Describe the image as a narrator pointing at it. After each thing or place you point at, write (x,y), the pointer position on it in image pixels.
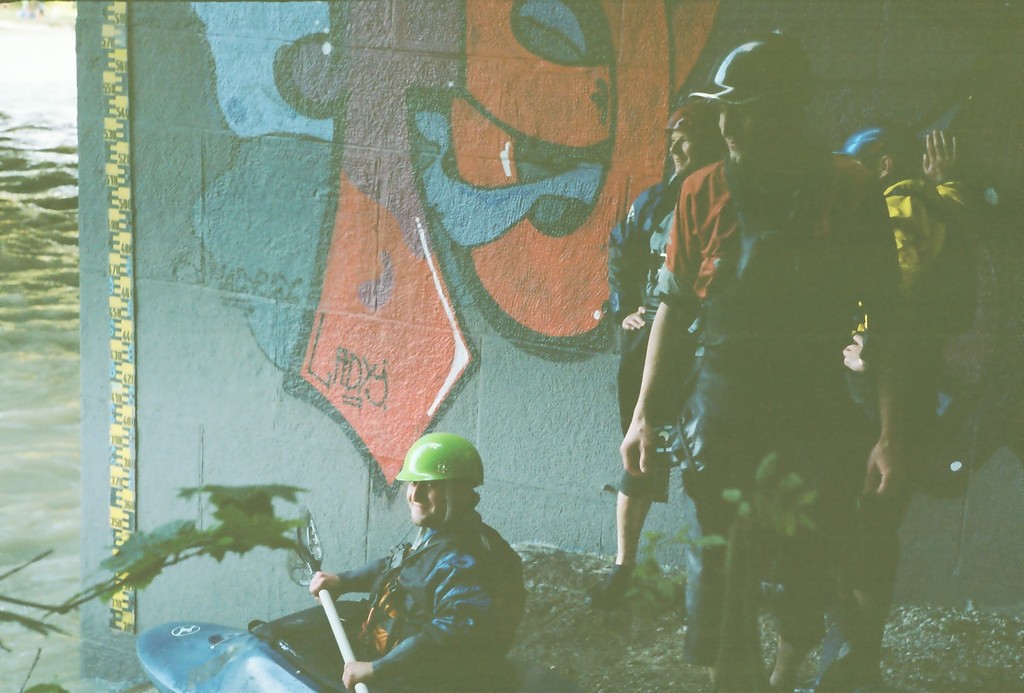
In this image there are some people (948,458) standing on the mud (637,673) beside the river (25,608) in front of there is another man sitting in boat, behind the people (855,269) there is a wall (534,201) with graffiti (385,204).
